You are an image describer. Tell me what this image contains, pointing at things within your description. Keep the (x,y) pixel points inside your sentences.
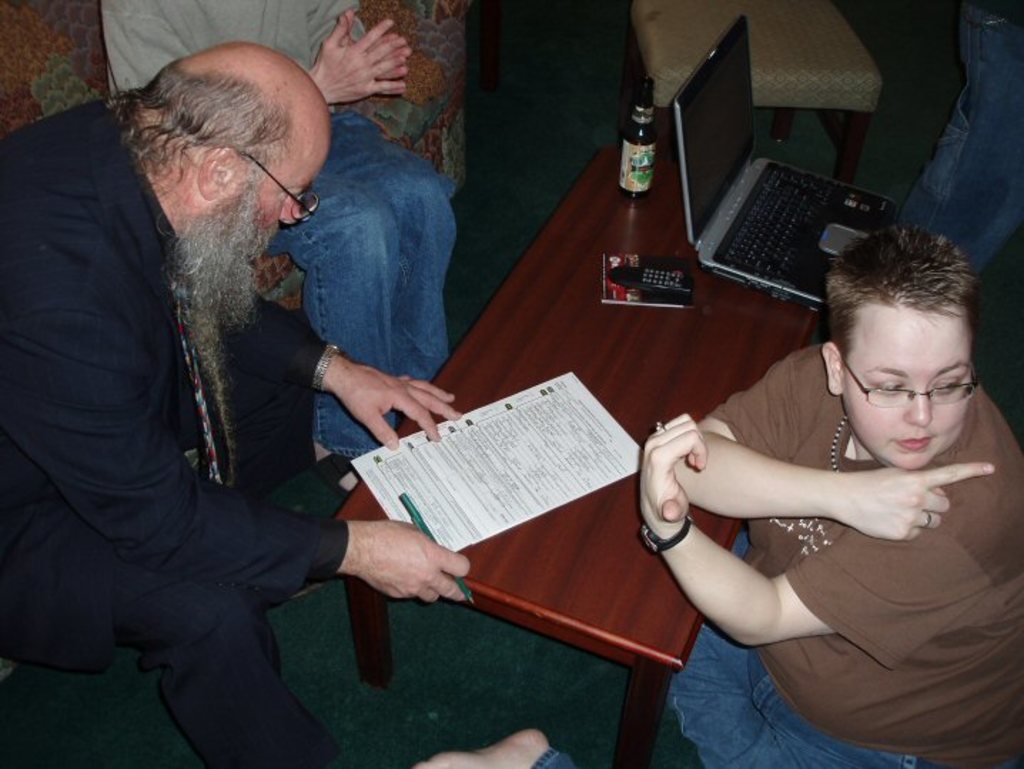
In this picture I can see there are two people (241,444) sitting on the couch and the third person (691,570) is sitting on the floor (481,250). There is a table (807,326) with a laptop (726,267) and a paper (442,535).
